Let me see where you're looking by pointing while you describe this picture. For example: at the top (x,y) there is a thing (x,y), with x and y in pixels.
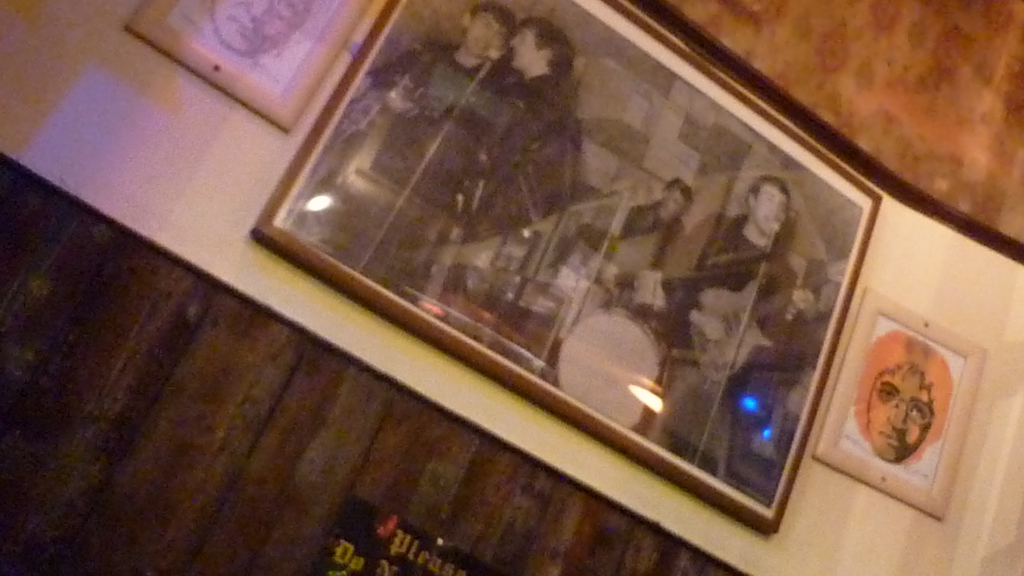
In the picture I can see photo frames (462,283) attached to a wall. On these photos (577,363) I can see pictures (594,267) of people (657,202) and some other things (576,277).
